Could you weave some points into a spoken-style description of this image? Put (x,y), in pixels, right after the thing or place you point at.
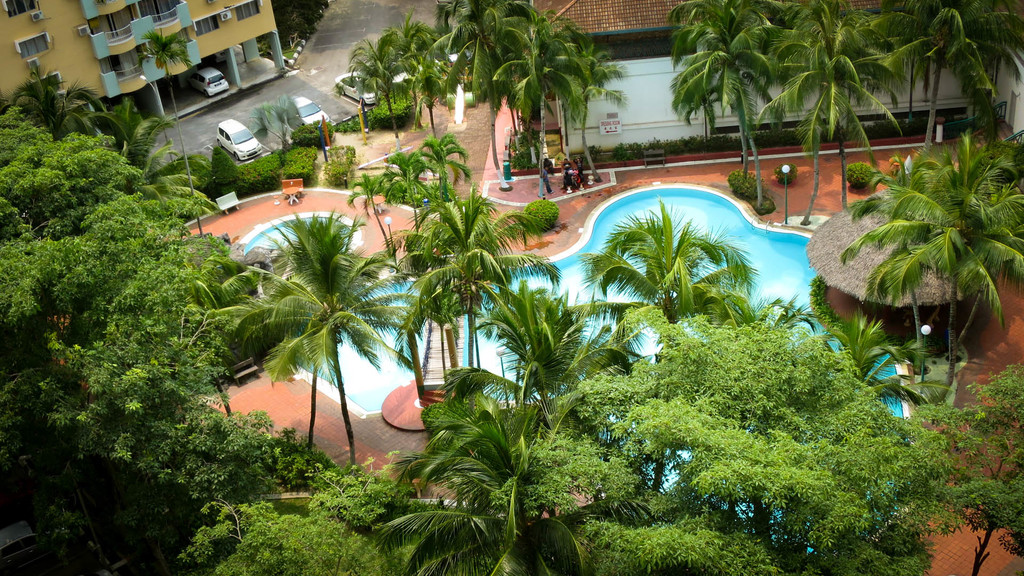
In this image we can see a swimming pool (496,365), pathway (403,445) and a group of trees (451,471). We can also see some benches (236,377), chairs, some people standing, street poles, a hut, some buildings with windows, plants (372,181) and some vehicles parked on the pathway (274,91).
